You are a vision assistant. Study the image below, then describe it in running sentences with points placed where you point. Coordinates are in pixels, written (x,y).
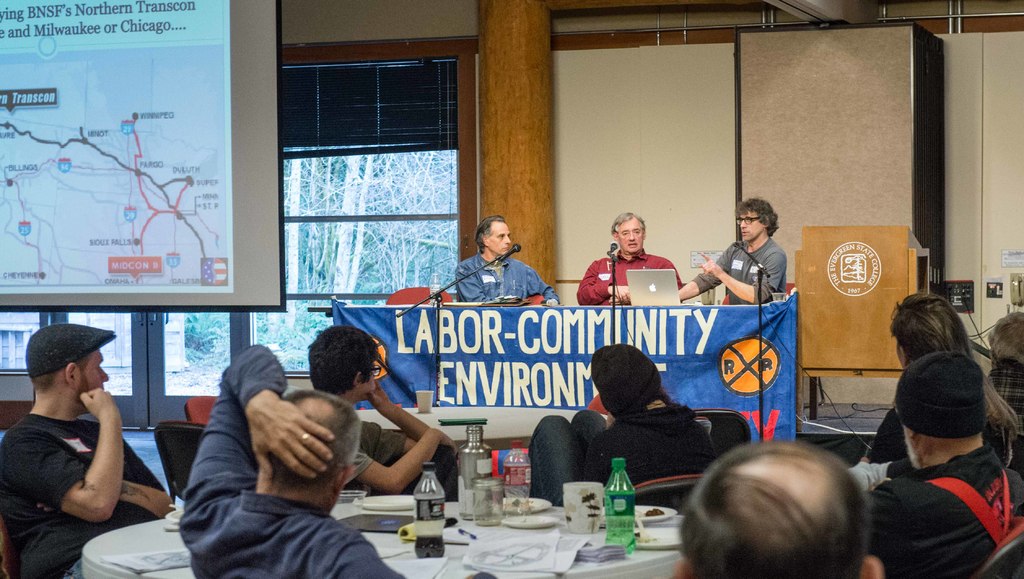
In this picture there are group of people (58,500) sitting on the chair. There are bottles (435,526), cloth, plate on the table (449,558). There are three men (488,280) who are sitting on the chair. There is a mic (614,292), laptop (632,292) on the table (532,314). There is a banner (552,349), screen (60,221), podium (861,240), wires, switchboard (965,303) at the background (973,325).
